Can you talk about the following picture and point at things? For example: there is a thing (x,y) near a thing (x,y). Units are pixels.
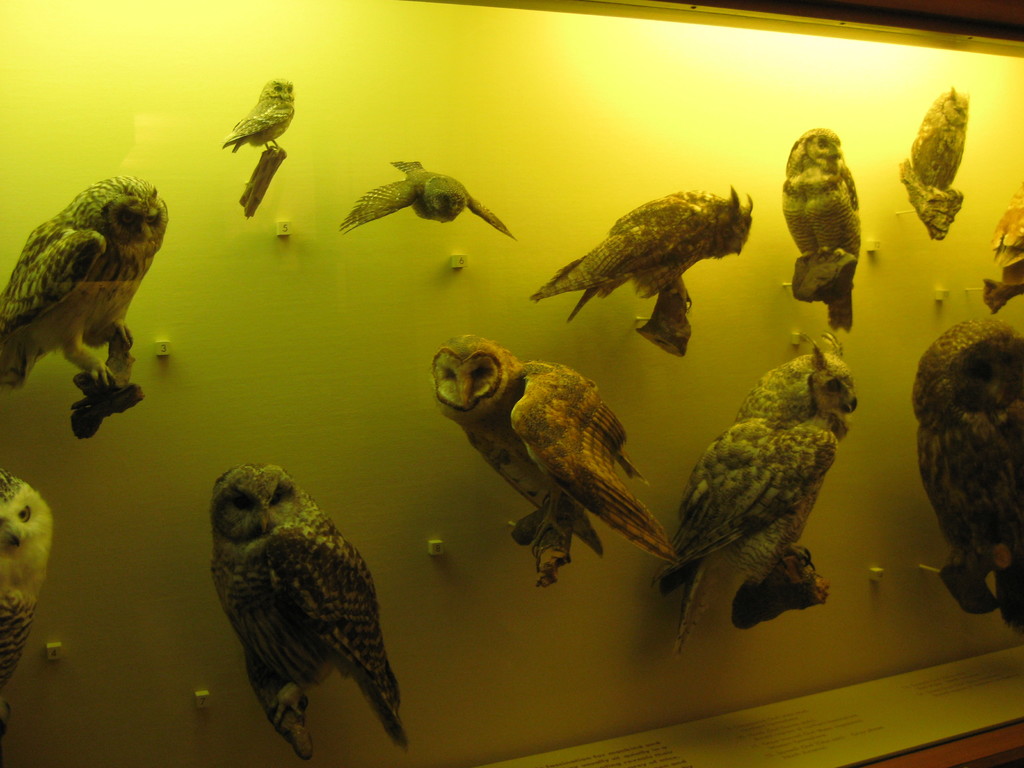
In this image we can see depictions (635,257) of birds (635,257). In the background of the image (505,148) there is a wall (505,148).
